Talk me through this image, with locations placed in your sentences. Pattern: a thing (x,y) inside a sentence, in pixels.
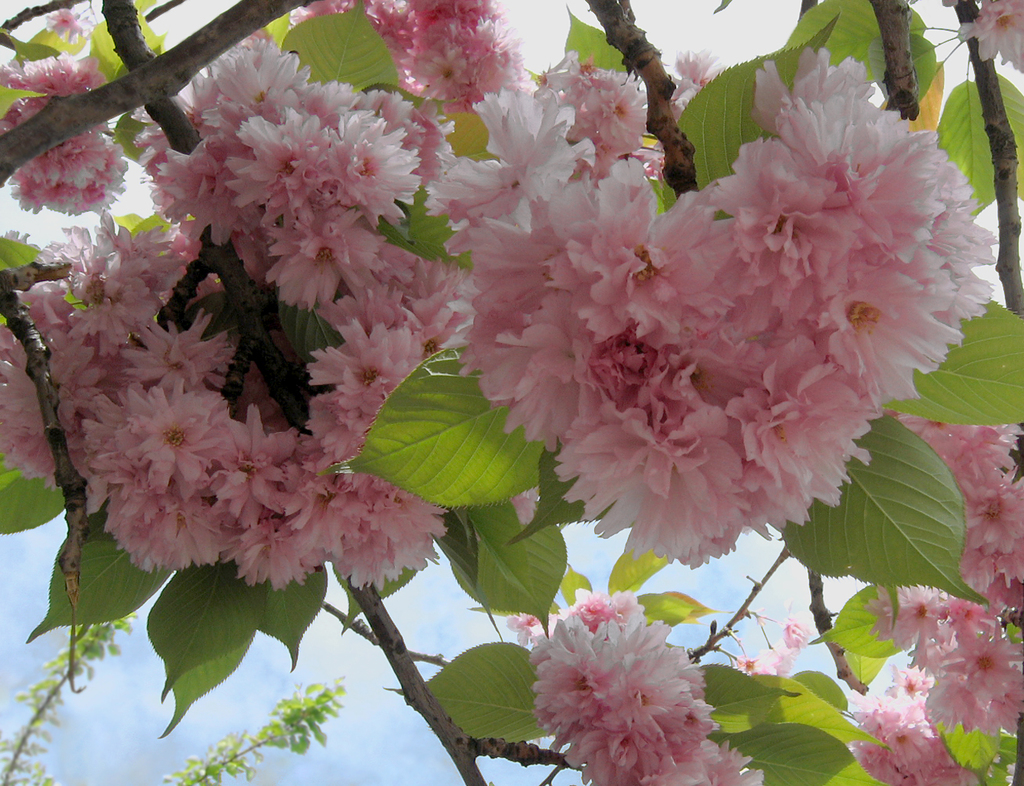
In this picture I can see branches (248,14) on which there are leaves (958,146) and flowers (353,294) and in the background (336,579) I see the sky (359,647).
